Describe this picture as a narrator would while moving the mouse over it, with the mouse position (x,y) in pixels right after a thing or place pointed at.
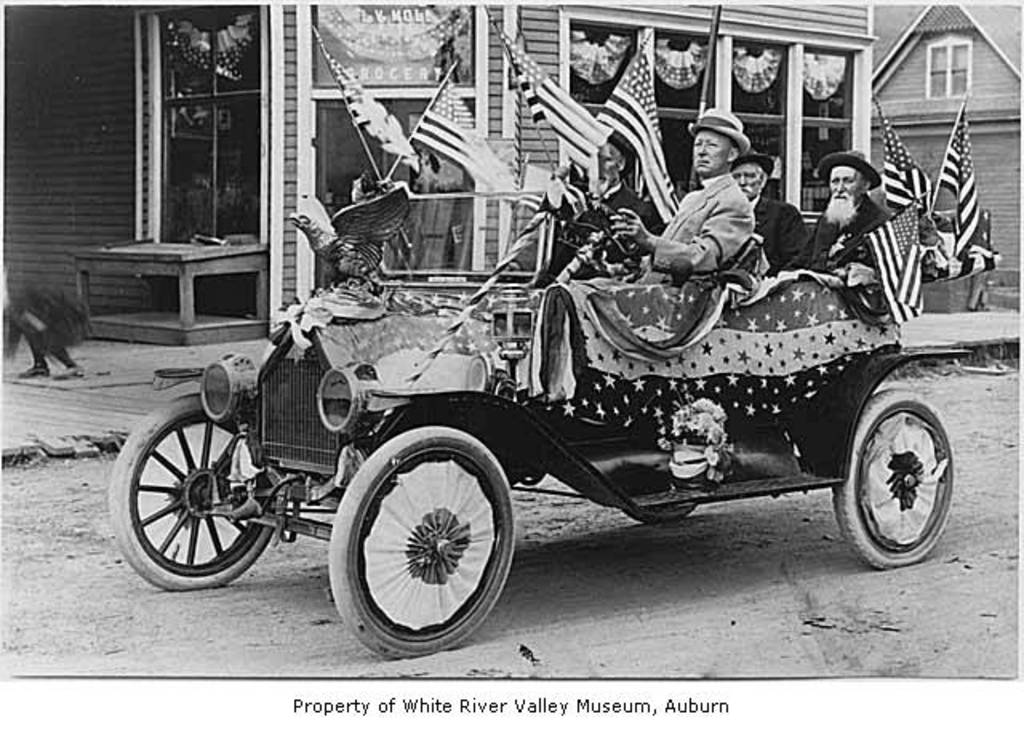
In this image i can see a car (604,332) in which four members (721,249) are sitting and at the background of the image (603,85) there are two houses (614,84).
